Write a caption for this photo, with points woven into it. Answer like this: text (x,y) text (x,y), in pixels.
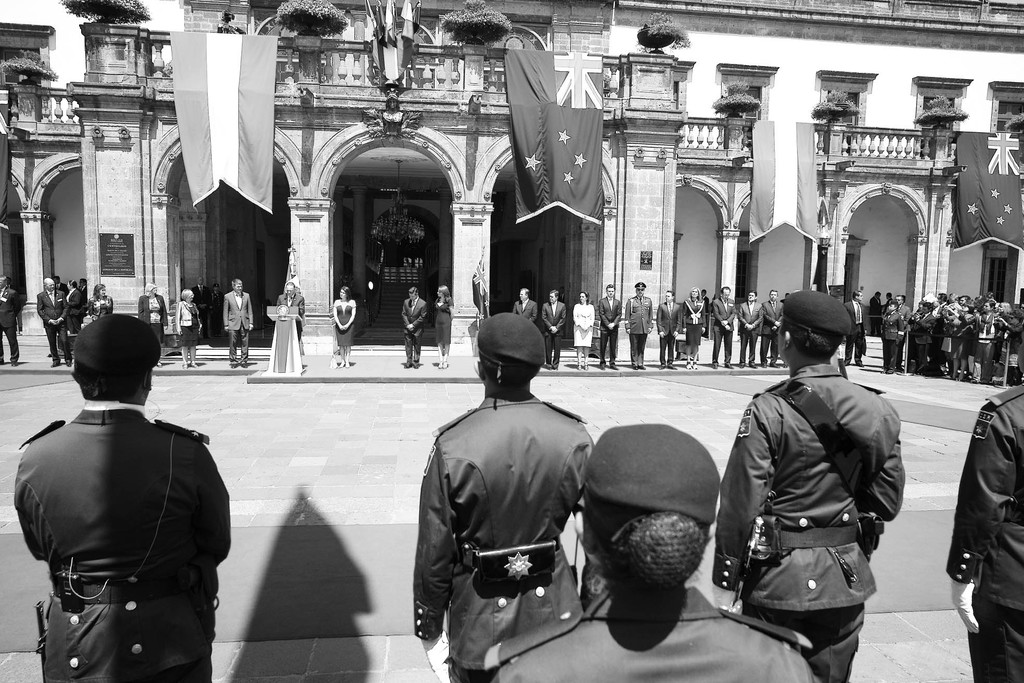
In this image we can see the building (308,93). And in the middle (407,310) & bottom we can see crowd of people (202,304). And on the building (981,280) we can see many windows (988,268) are there. And on the right side (972,149) we can see flags (982,195).
